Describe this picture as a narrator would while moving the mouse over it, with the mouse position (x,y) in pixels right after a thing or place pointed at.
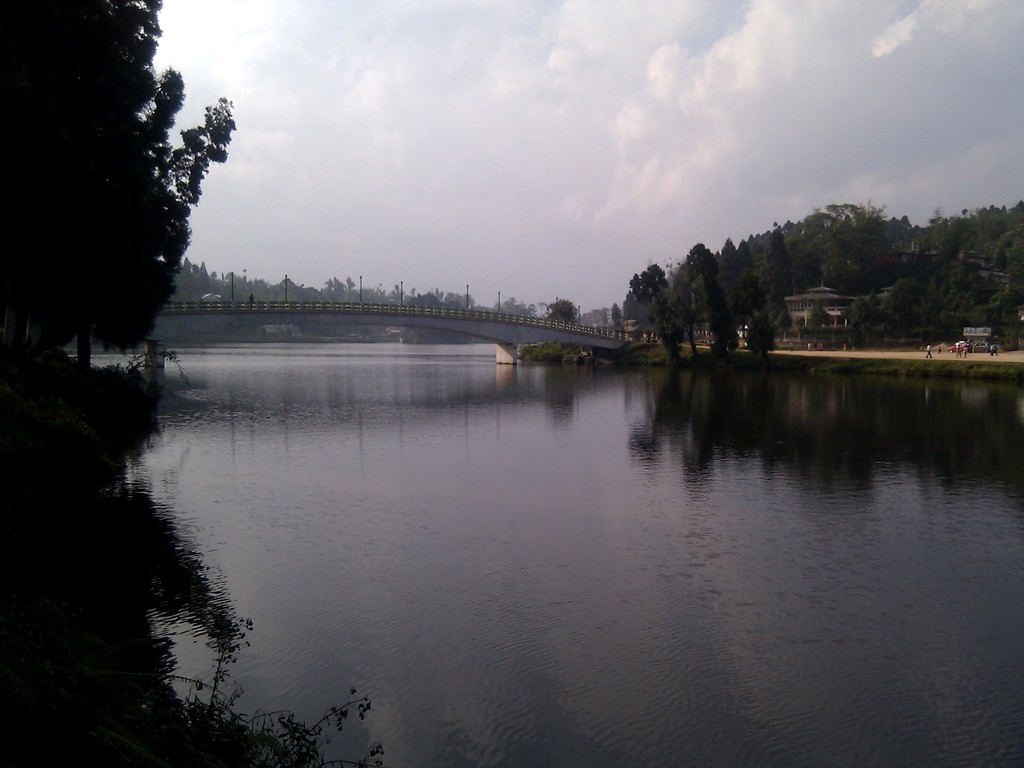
In this image I can see trees (829,267), a bridge (511,327) and water (498,605). On the right side (827,312) I can see people (928,348) and a building (808,303). In the background (413,107) I can see the sky (404,107).
